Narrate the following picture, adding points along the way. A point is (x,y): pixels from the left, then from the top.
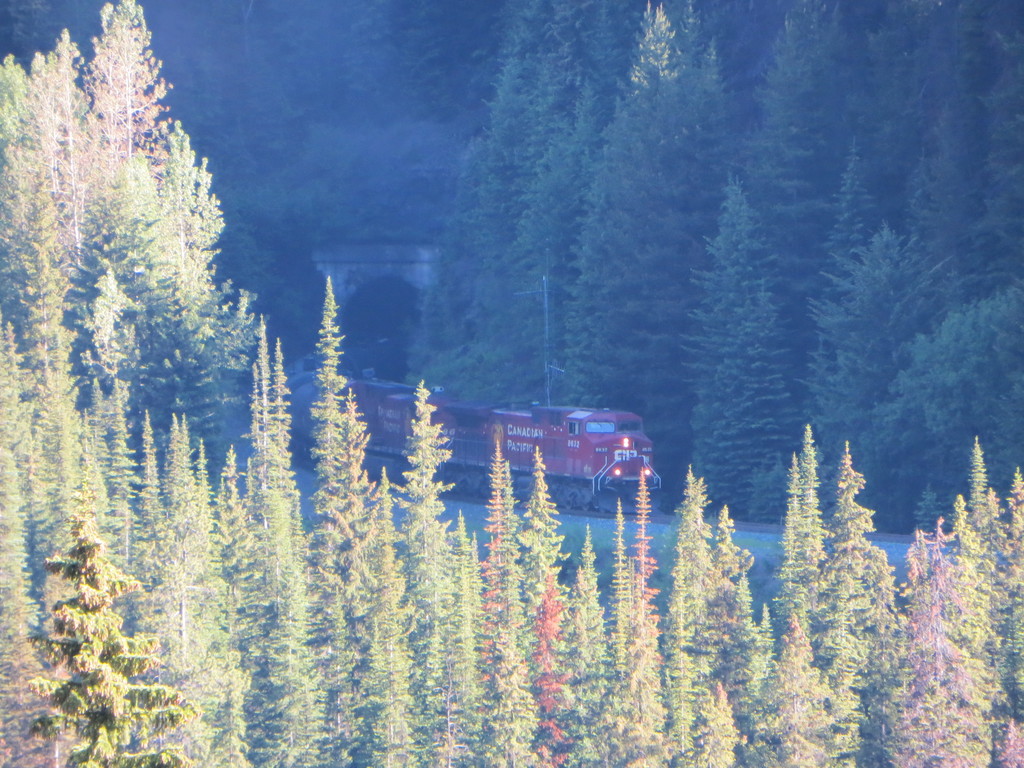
In this picture I can see trees (824,549), there is a train (635,430) on the railway track (514,502), and there is a tunnel (398,258).
